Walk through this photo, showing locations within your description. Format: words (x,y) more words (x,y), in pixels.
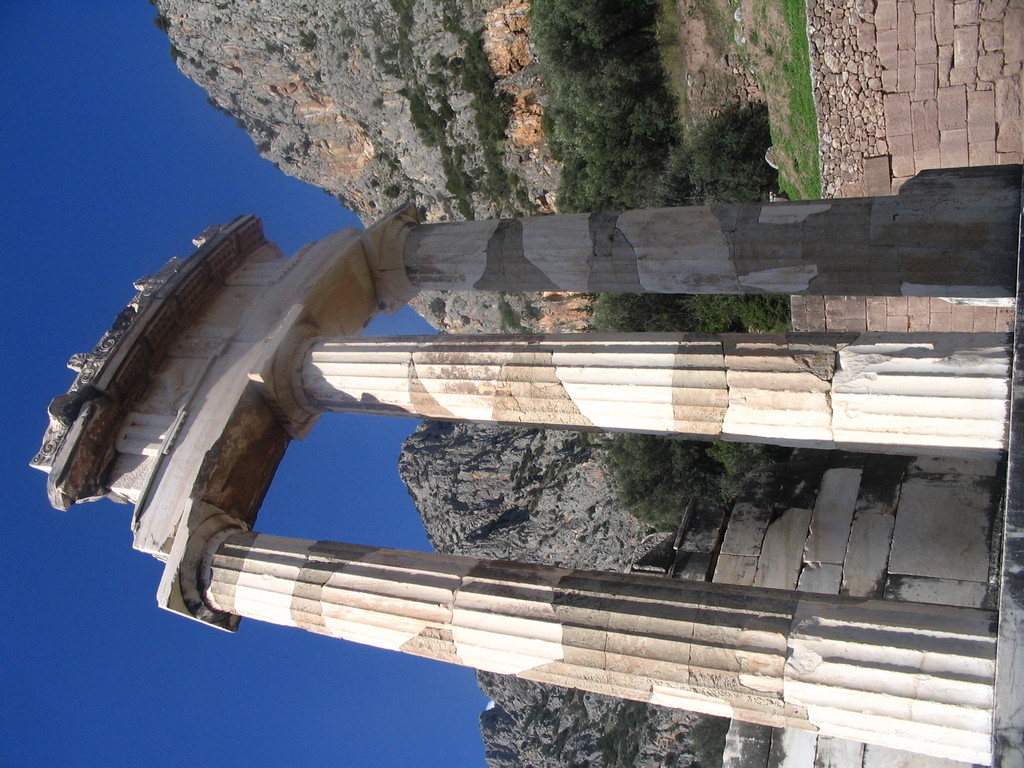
In the foreground of this image (315,600), there is an architecture (395,372) with pillars (349,615). In the background (326,86), there are mountains (382,177), trees (626,109), wall (822,98) and the sky (99,160).
